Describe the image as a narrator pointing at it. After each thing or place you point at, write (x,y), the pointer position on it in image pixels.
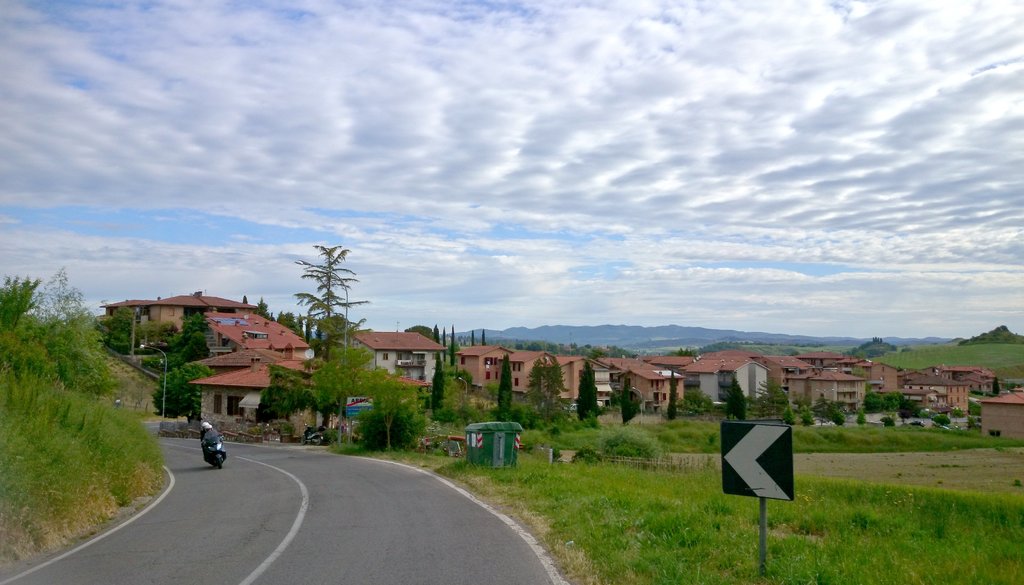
In this picture we can see the road (407,518), signboard (782,448), plants (134,437), trees (169,392), buildings (640,400), motor bike (223,450) with a person (202,437) on it, mountains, banner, light pole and some objects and in the background (540,274) we can see the sky (540,274) with clouds (508,185).
